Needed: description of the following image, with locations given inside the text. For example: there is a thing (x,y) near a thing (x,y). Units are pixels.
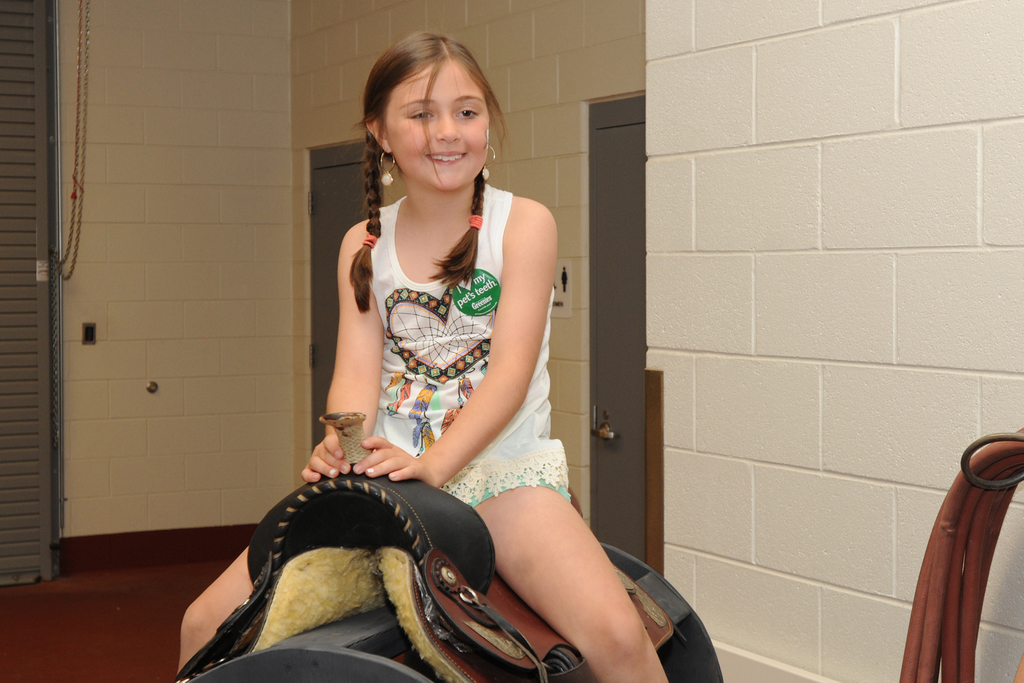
This picture shows an inner view of a room (2,682). We see a girl (474,241) seated on the saddle (291,550) and we see smile on her face (455,180) and we see couple of doors (619,239) and a pipe (949,533) on the side.
